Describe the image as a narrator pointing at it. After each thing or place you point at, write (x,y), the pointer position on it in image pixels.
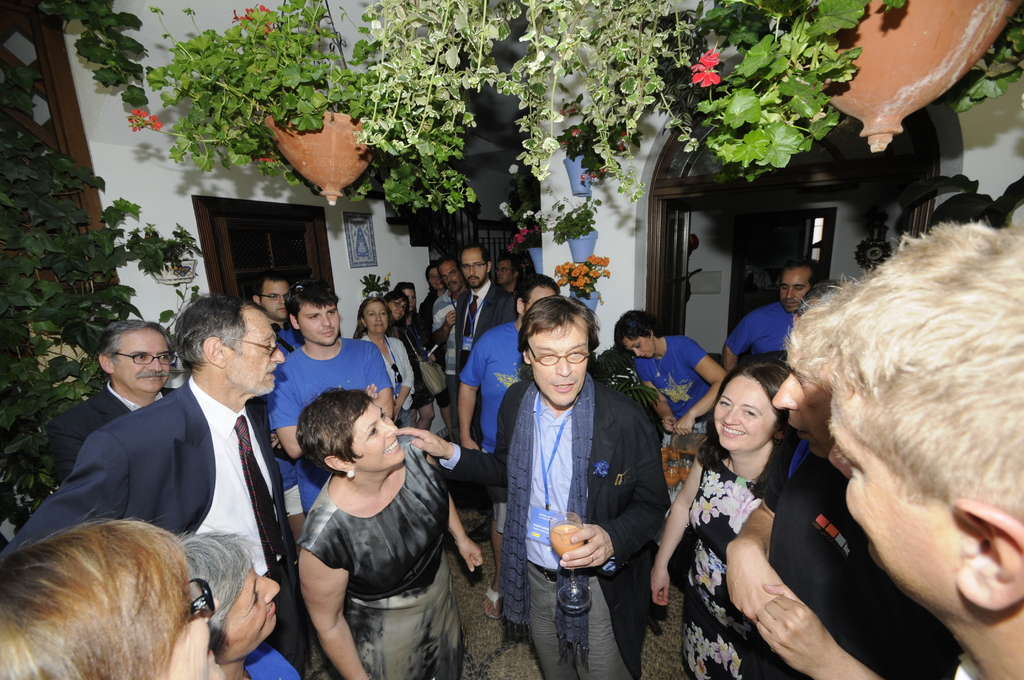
This picture describes about group of people (613,447), few people (533,338) wore spectacles (553,358), in the middle of the image (531,430) we can see a man (531,430), he is holding a glass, in the background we can see few flowers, plants (561,84) and flower pots (880,111), also we can see a poster (373,247) on the wall (384,269).
